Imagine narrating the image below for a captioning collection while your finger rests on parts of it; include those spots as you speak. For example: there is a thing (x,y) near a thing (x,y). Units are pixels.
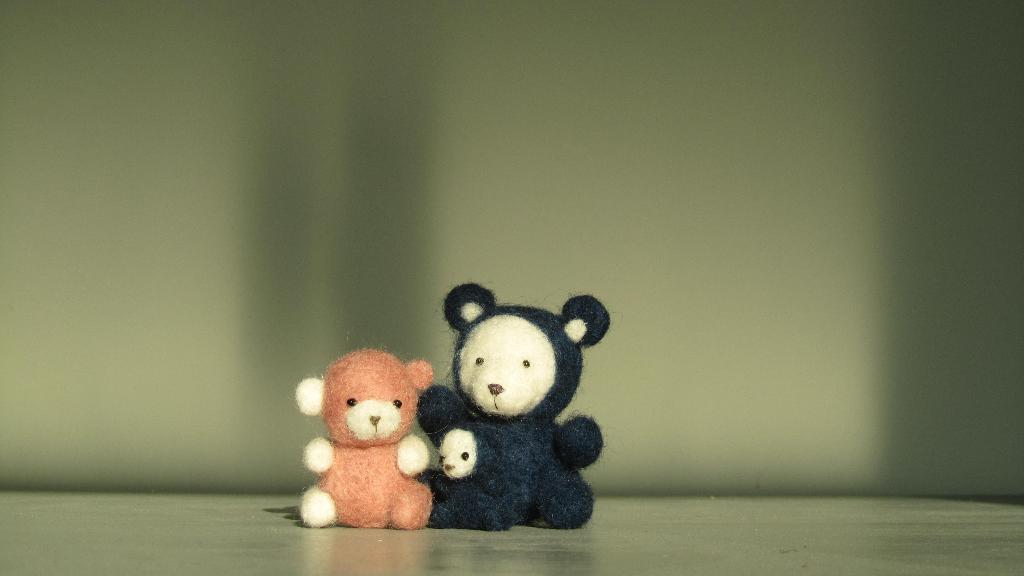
Here in this picture we can see two teddy bears (329,408) present in the floor (549,541) over there.
